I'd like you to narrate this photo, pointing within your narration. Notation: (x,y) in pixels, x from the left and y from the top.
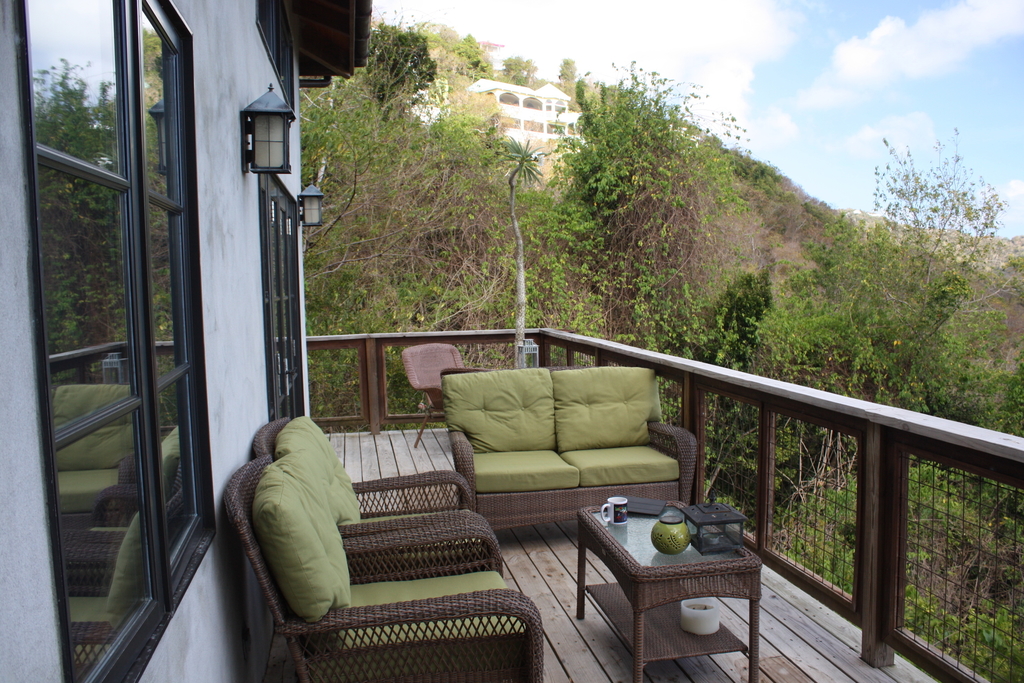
In this image I can see few sofas (499,478), a chair (435,371) and a table (598,597). On this table (637,547) I can see a mug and a container (710,633). I can also see few buildings (508,129), lights (281,133) on this wall (231,185) and number of trees (643,244). In the background (899,92) I can see sky (780,60).
